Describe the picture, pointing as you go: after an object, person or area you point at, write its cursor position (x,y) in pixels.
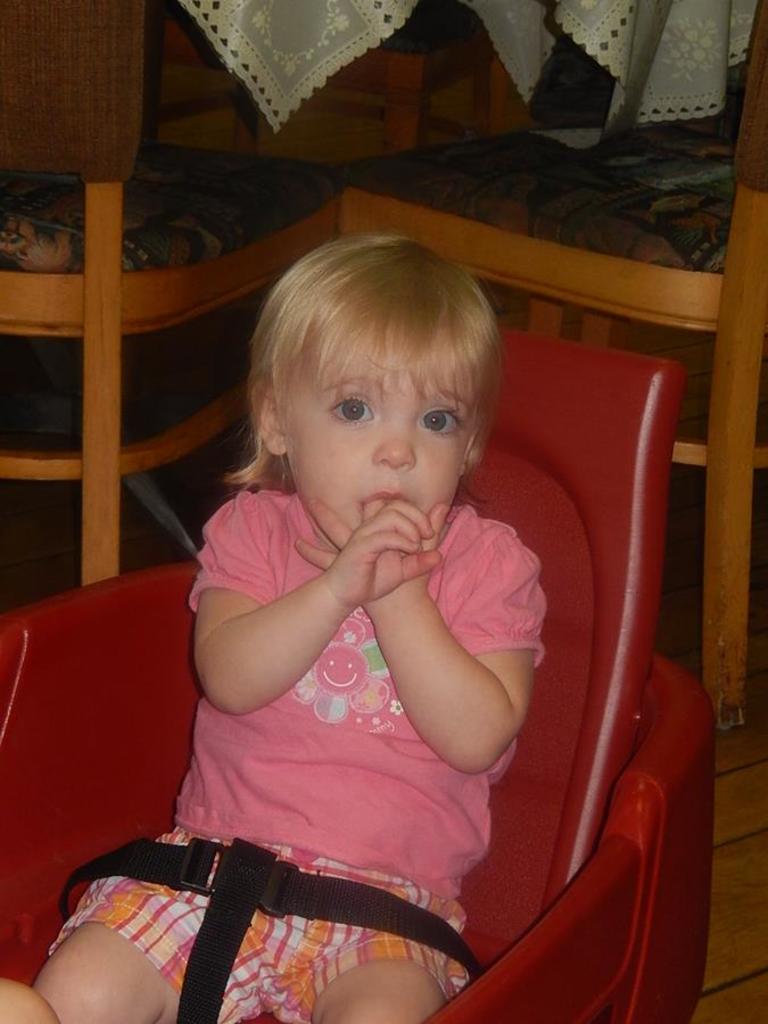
In the center (340,651) we can see baby (346,605) sitting on the chair (183,670). Coming to the background (98,129) we can see two more chairs (365,160) and cloth (340,35).
